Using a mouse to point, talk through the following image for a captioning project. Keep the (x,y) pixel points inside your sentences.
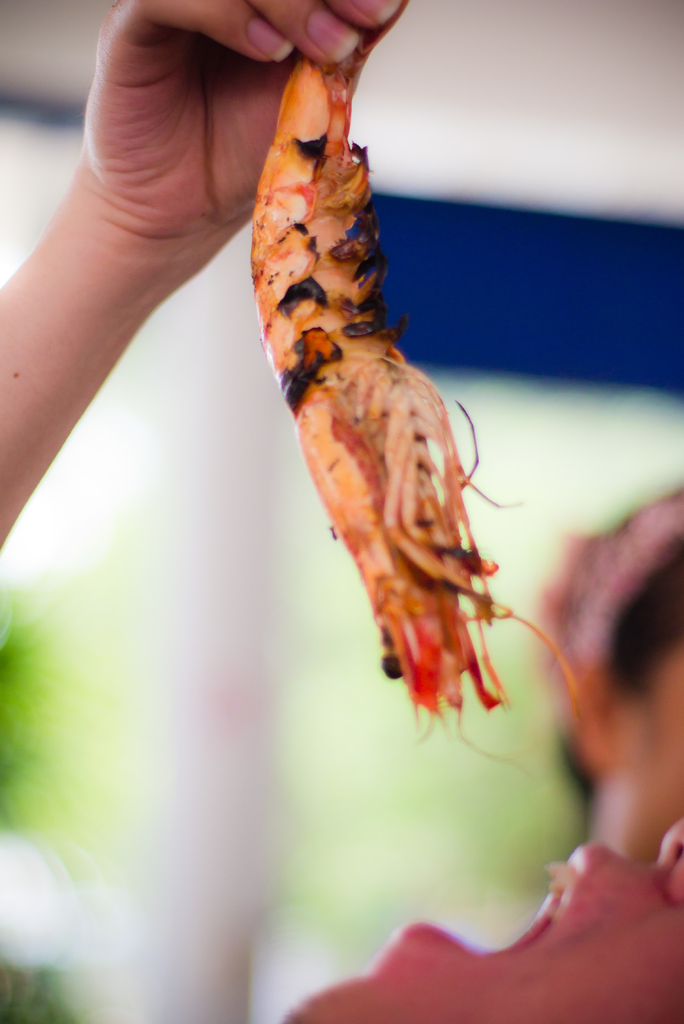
In this picture we can see a person (220,204) is holding a prawn (370,429) and we can see blurry background (220,676).
